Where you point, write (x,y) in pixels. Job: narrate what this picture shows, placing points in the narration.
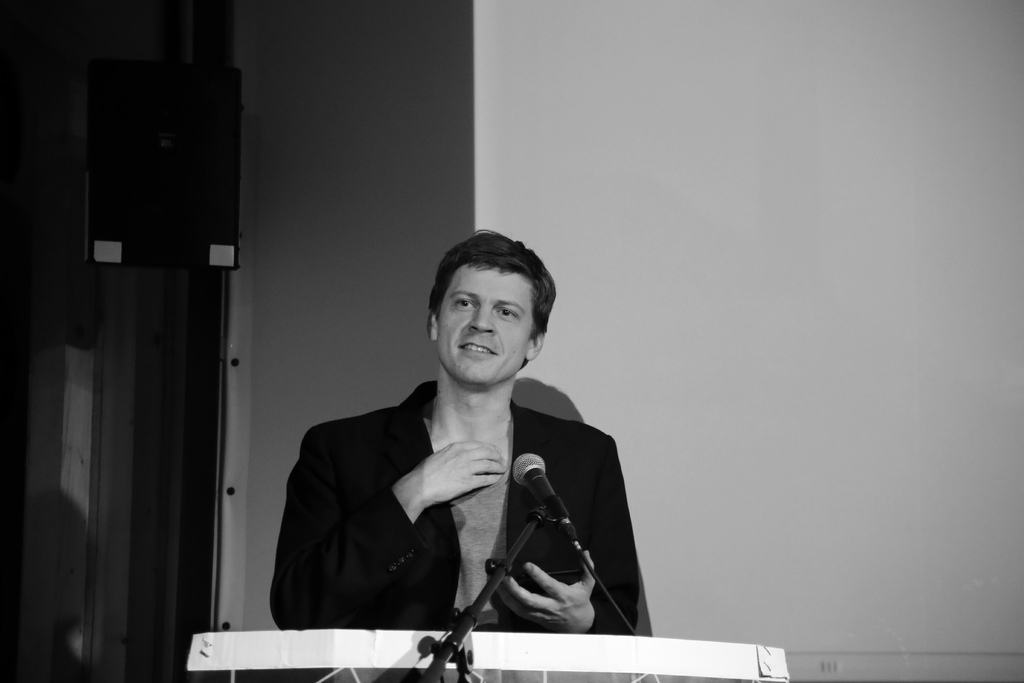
In this image there is a man (417,518) standing. He is holding an object (559,572). In front of him there is a podium (482,647). In front of the podium (441,631) there is a microphone (538,494) to its stand (491,572). Behind him there is a wall (581,112).
